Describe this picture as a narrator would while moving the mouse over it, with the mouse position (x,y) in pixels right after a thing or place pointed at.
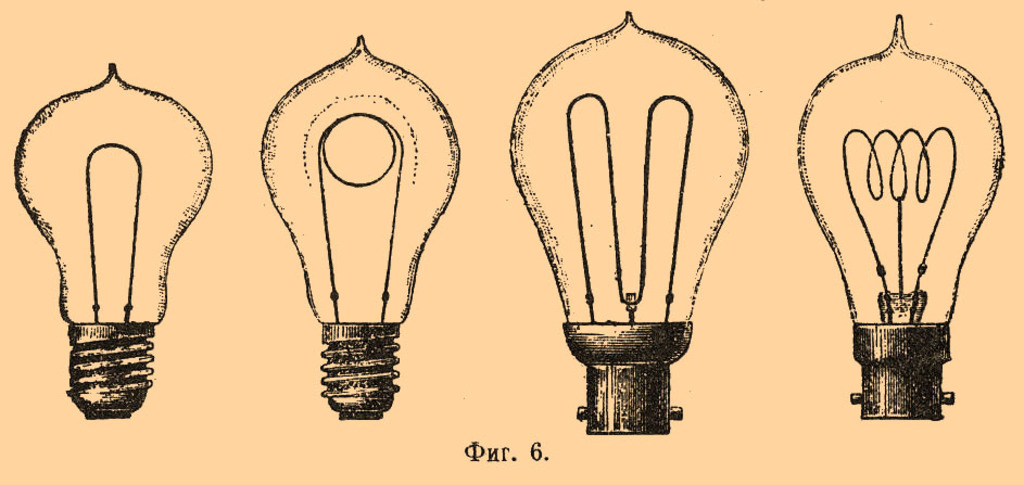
In this image we can paintings (166,295) of the bulb (146,346).
